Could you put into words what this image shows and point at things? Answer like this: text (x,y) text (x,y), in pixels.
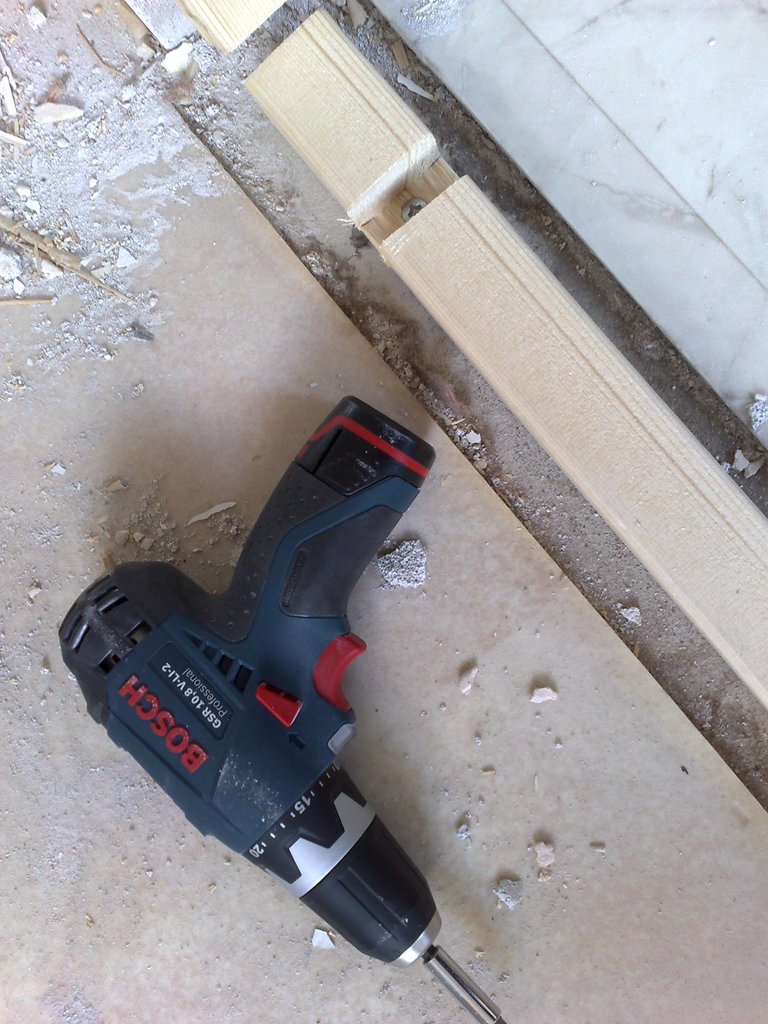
In this image, this looks like a drilling machine (124,608), which is placed on the floor (373,691). This looks like a wood (544,364). Here is the floor tile (676,45).
